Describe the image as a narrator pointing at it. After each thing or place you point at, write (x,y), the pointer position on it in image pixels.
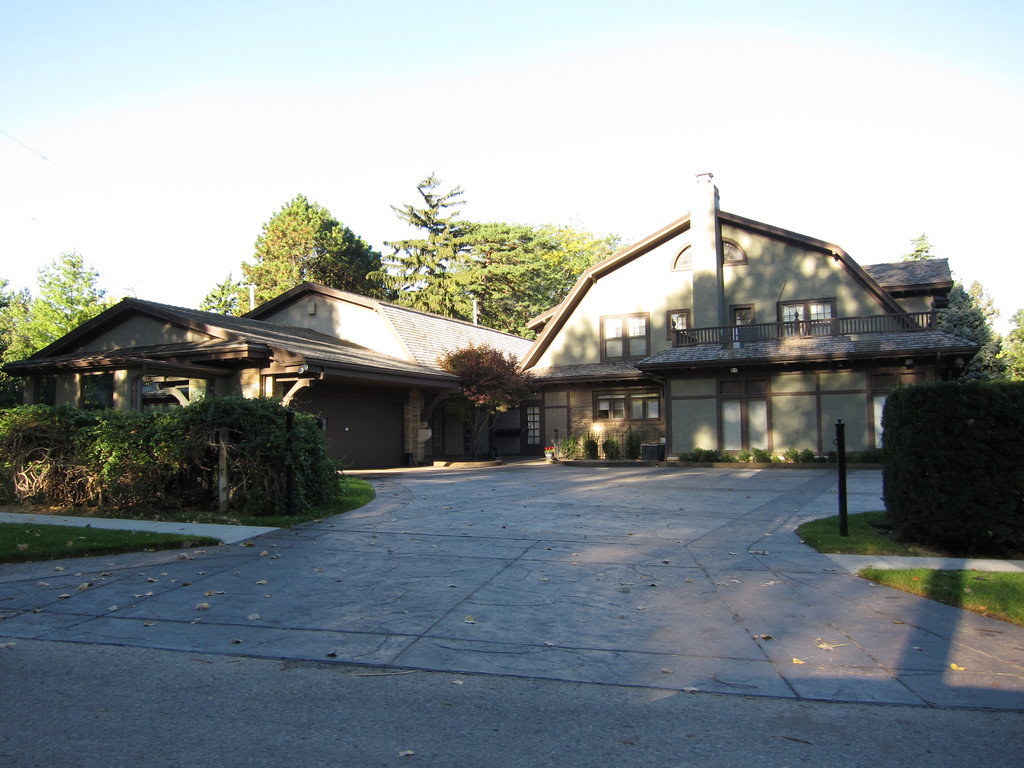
In this image there is a house (312,335), behind the house (319,334) there are trees (251,271), in front of the house (631,405) there are plants (686,458), bushes (56,451) and a metal rod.
